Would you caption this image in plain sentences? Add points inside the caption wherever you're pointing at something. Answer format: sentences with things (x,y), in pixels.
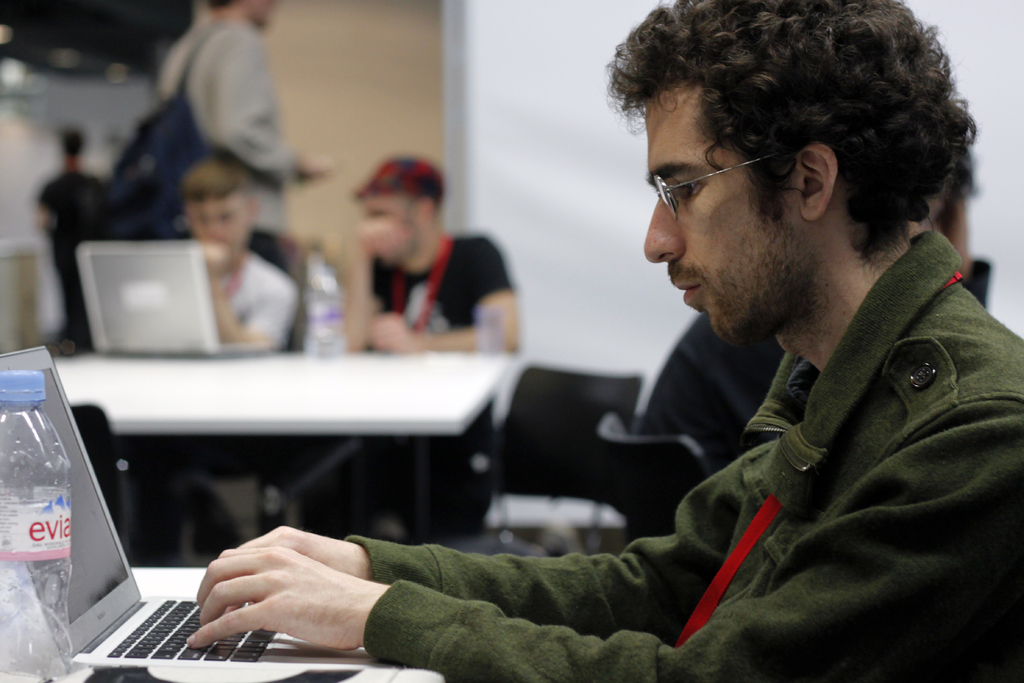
This image consists of a man (699,599) wearing green jacket (628,628) is using laptop (210,646). In front of him, there is a table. In the background (245,264), there are many people (258,262) sitting. To the right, there is a wall (517,149).
